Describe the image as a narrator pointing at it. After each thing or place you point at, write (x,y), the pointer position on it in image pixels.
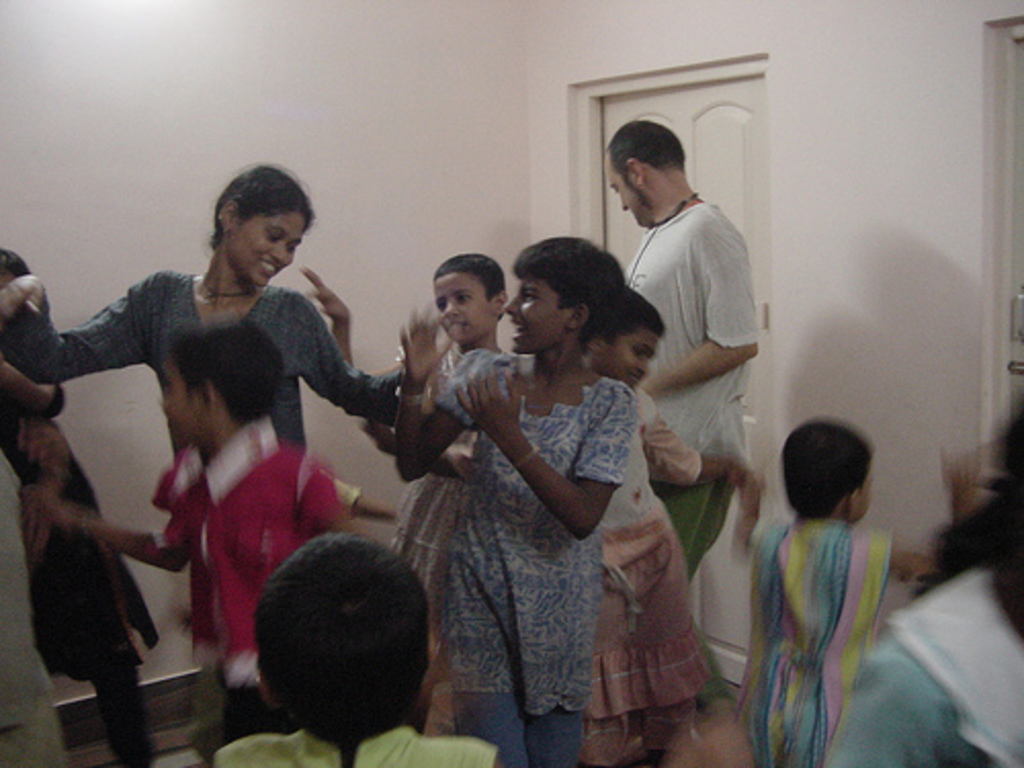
In this image I can see few people (343,378) are dancing. Back Side I can see white color door (653,113) and white color wall (354,91).
